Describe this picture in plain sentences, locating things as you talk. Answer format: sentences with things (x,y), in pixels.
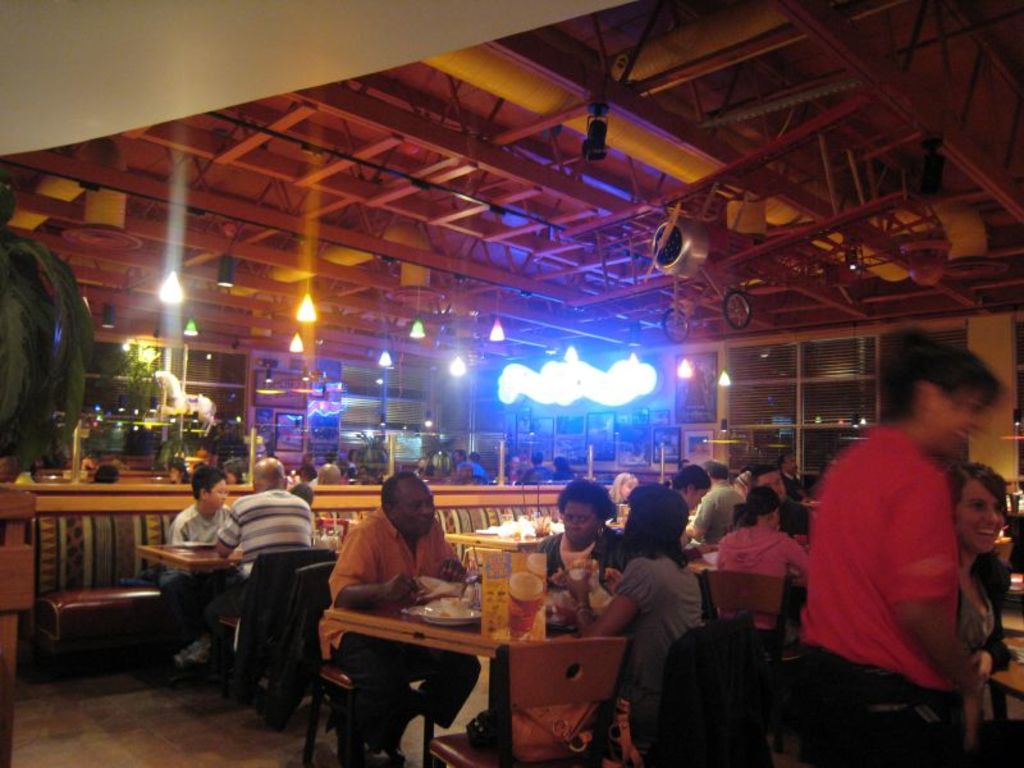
Lights (581,386) are attached to the rooftop (691,181). Most of the persons (360,607) are sitting on a chair (323,577). On a table (457,626) there are things (426,610). This person (859,599) is standing.
